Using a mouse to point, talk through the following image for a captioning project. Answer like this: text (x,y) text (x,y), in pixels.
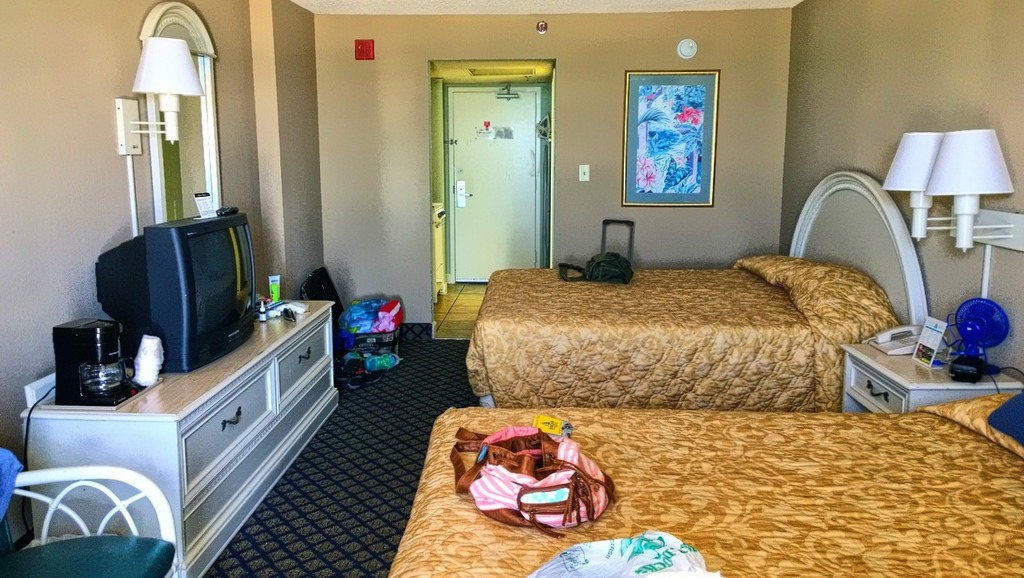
This is the inside view of a room (522,296), In this image there are beds (600,370) with pillows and there are some objects (544,521) on the beds (766,471), in between the beds (740,527) there is a table (884,385) with some objects (914,350), beside the bed (869,223) there are lamps (910,186) on the wall (895,87) and there is a photo frame (681,148) and there is an entrance (530,163) connecting to another room (449,132), in front of the beds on the table (255,403) there is a television (216,341) and some other objects (122,324), a mirror (168,149) and a lamp (149,133) on the wall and an empty chair (69,546) and there are some objects (365,332) on the floor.
